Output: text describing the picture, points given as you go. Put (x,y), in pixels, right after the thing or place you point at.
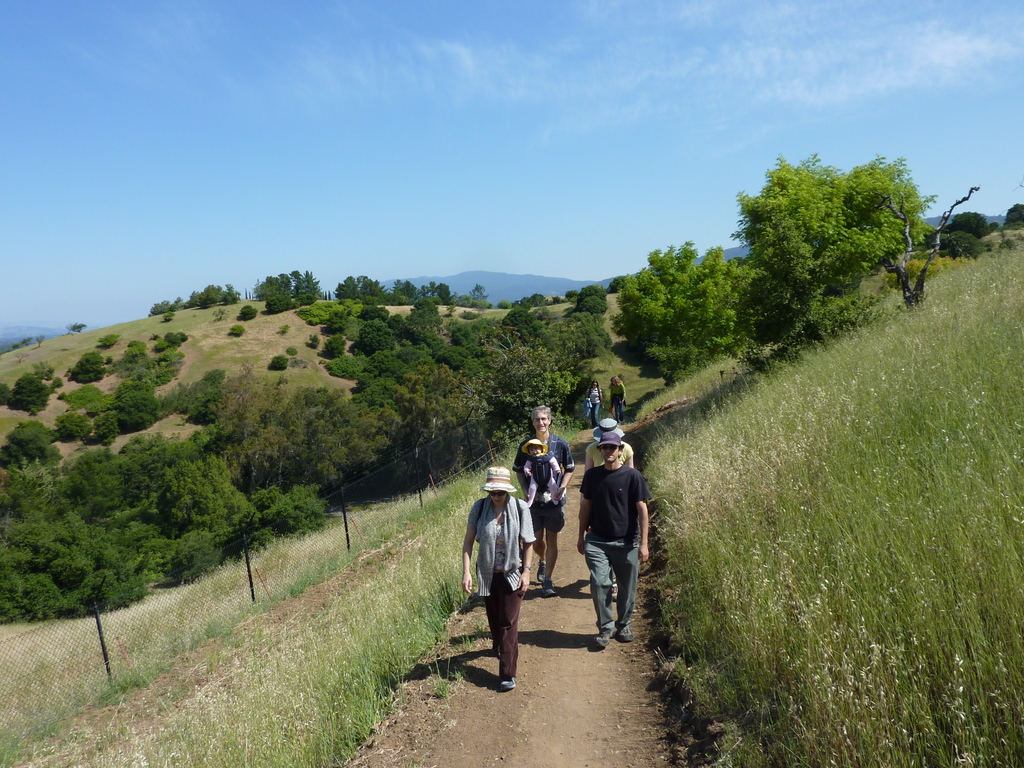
In this image in the center (547,506) there are some persons (534,536) walking, on the right side (786,504) and left side (325,562) there are some plants (665,475), grass (369,619) and in the background (240,380) there are some trees (836,250) and mountains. At the bottom (591,670) there is walkway (485,645), and at the top of the image (390,124) there is sky (450,120).
